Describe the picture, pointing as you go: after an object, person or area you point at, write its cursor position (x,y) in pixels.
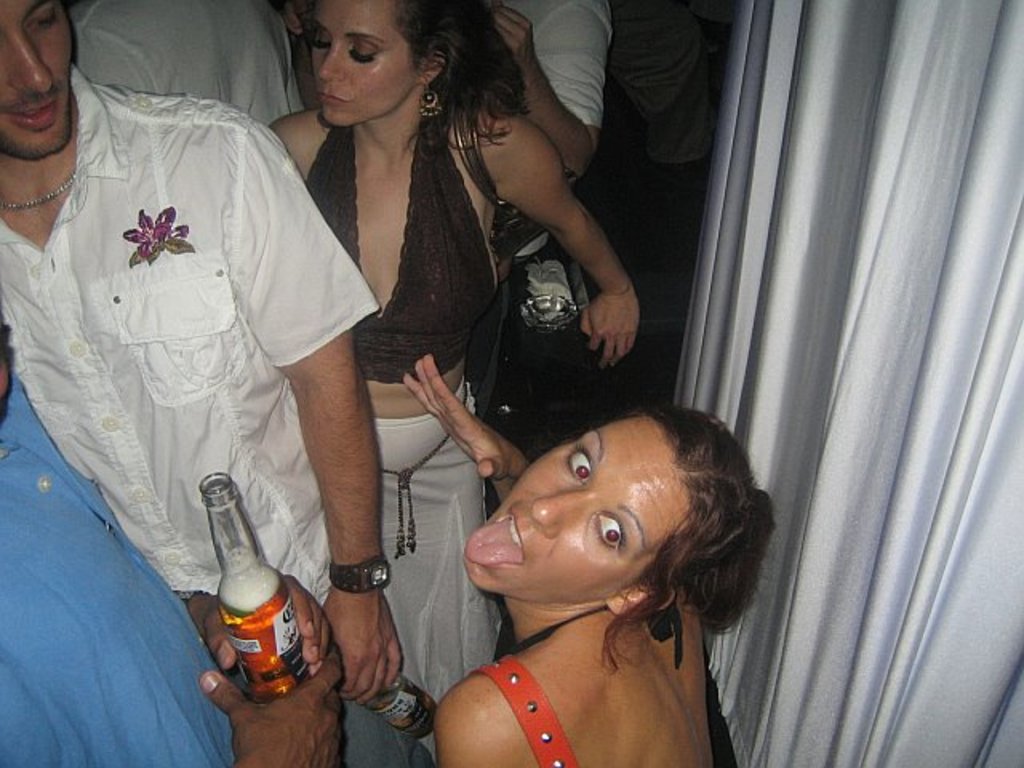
These persons (451,573) are standing. These two persons (195,472) are holding bottle (250,675). This person (425,265) wear bag (512,233).
